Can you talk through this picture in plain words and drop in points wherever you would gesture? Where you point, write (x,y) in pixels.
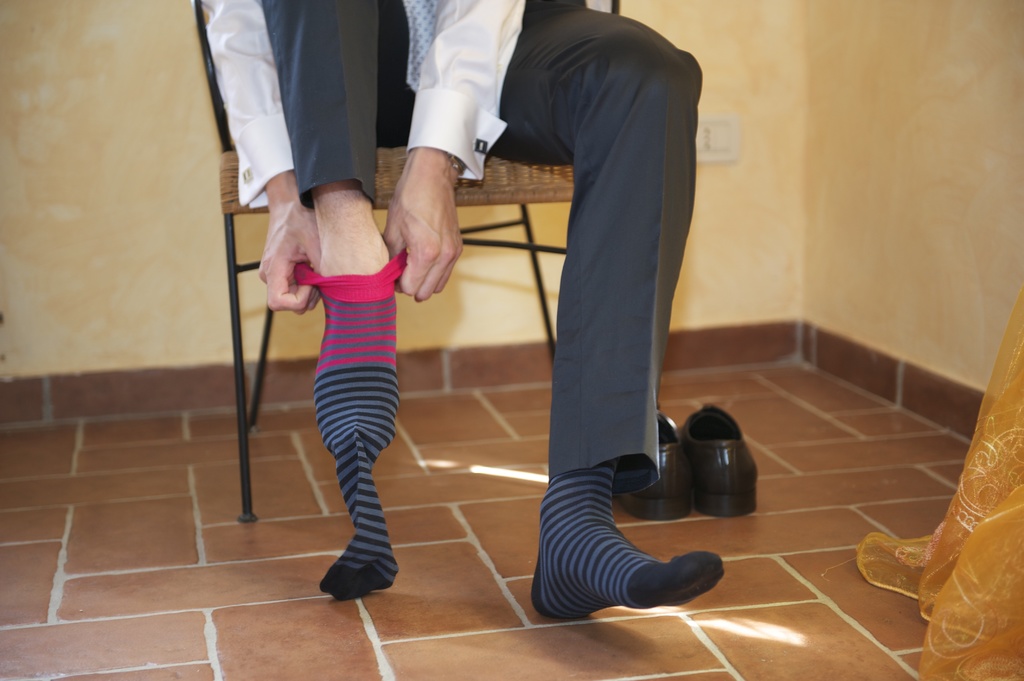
In the center of the image (620,229), we can see a person (353,156) sitting on the chair (390,163) and wearing a tie (416,55) and socks (355,374). In the background (790,108), there is a wall (851,119) and a cloth (959,546) and a switch board (725,146). At the bottom (748,468), there are shoes (703,478) on the floor (732,654).
